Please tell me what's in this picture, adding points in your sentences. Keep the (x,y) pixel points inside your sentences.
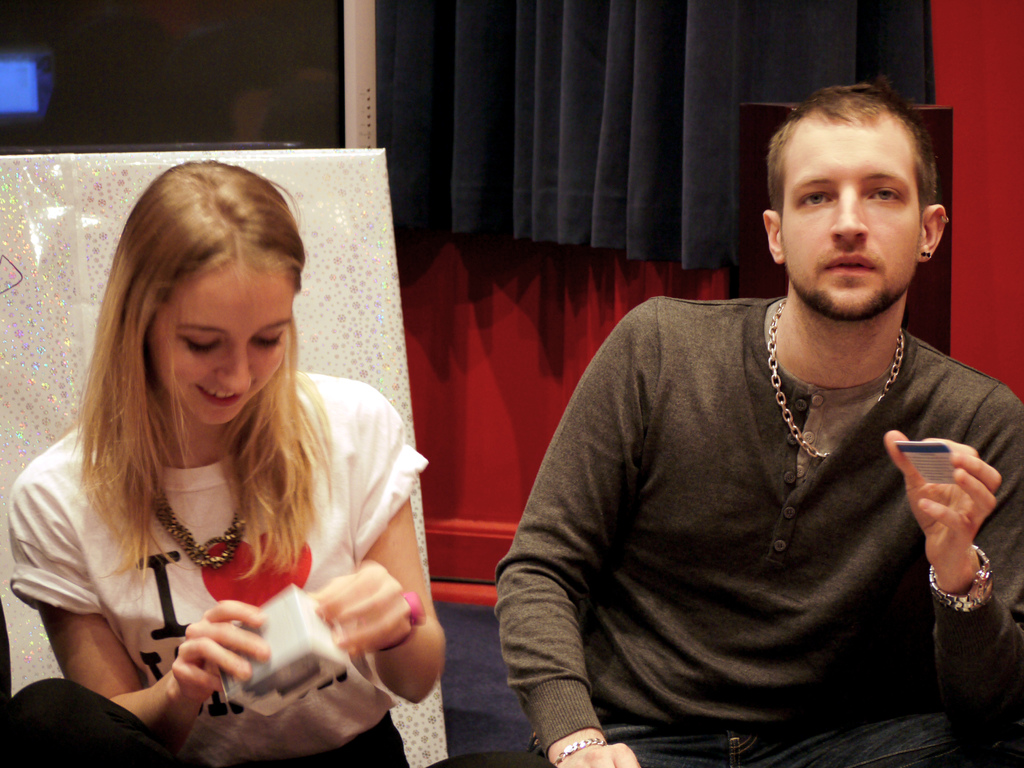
In the foreground of this picture (756,601), there is a man (901,493) sitting and holding a card (918,445) in his hand (992,468) and there is a woman (259,718) sitting and holding a box (320,652) like an object (285,633) in her hand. In the background (489,327), there is a red wall (541,289), black curtain (552,92) and a screen (196,75) of an object (209,75).
